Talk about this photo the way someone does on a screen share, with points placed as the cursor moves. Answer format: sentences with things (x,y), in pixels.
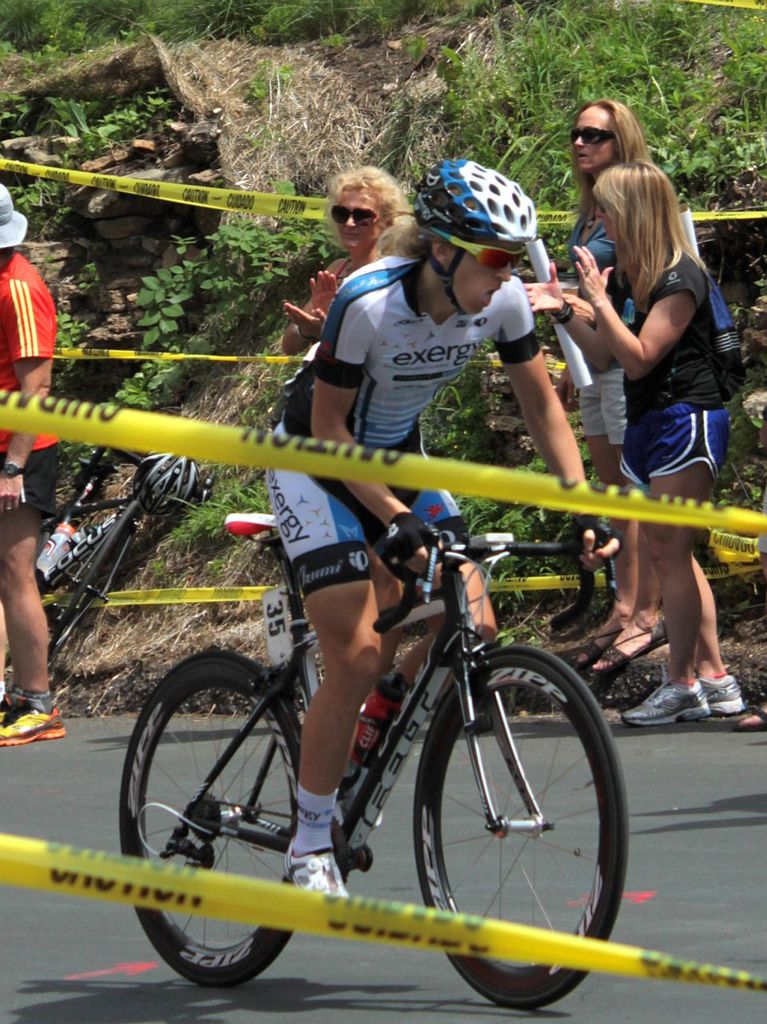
In this picture we can see the person (378,439) wearing white color t-shirt (423,344) and shorts (326,552) is cycling on the road (569,808). Behind there are some girls (660,397) clapping hands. In the background (276,400) there are some green plants (548,140).
